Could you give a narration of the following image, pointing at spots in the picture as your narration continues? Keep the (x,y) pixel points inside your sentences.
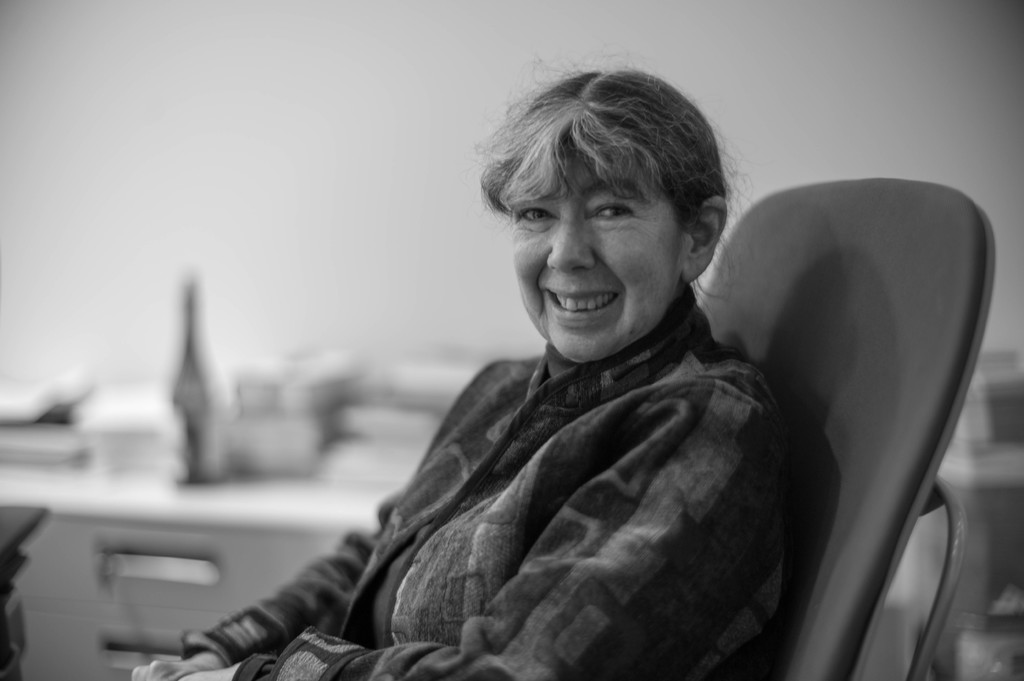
In this picture we can see a woman (493,194) sitting on a chair (908,429) and smiling and in the background (311,523) we can see a bottles (191,305), drawers (170,550) of a desk (146,532), wall (383,347) and some objects (434,369) and it is blurry.
